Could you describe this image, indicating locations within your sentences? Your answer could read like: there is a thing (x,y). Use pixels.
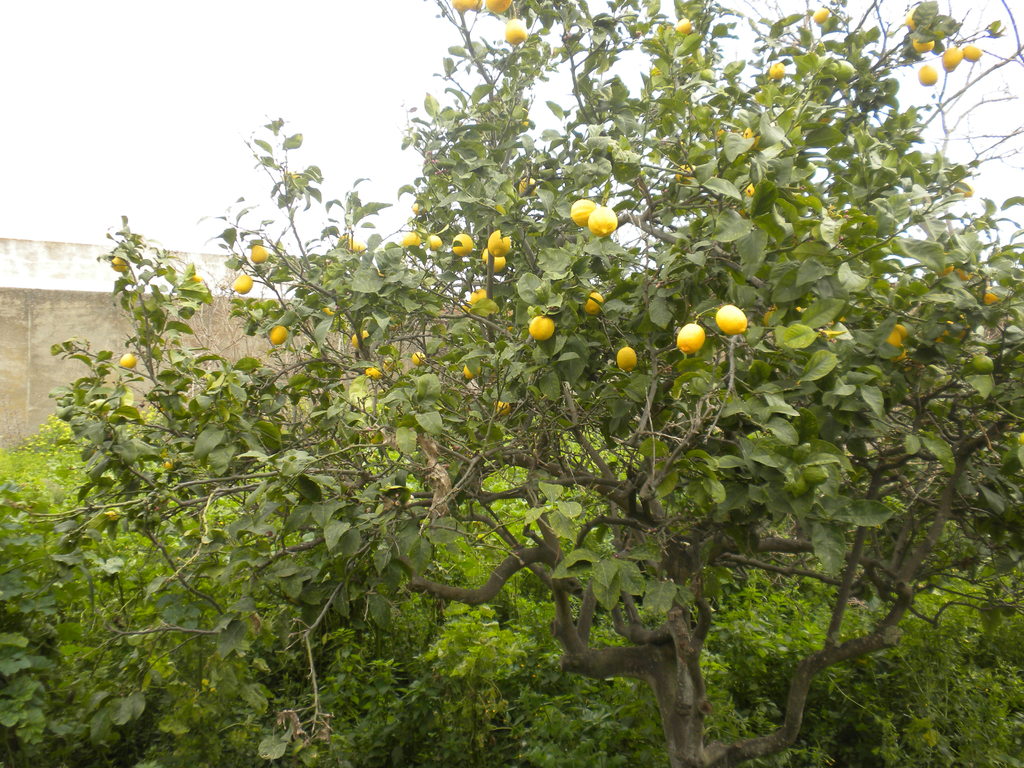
In this image we can see a tree (672,261) with fruits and few trees (470,631), a wall (65,338) and a sky (335,162) in the background (314,136).
